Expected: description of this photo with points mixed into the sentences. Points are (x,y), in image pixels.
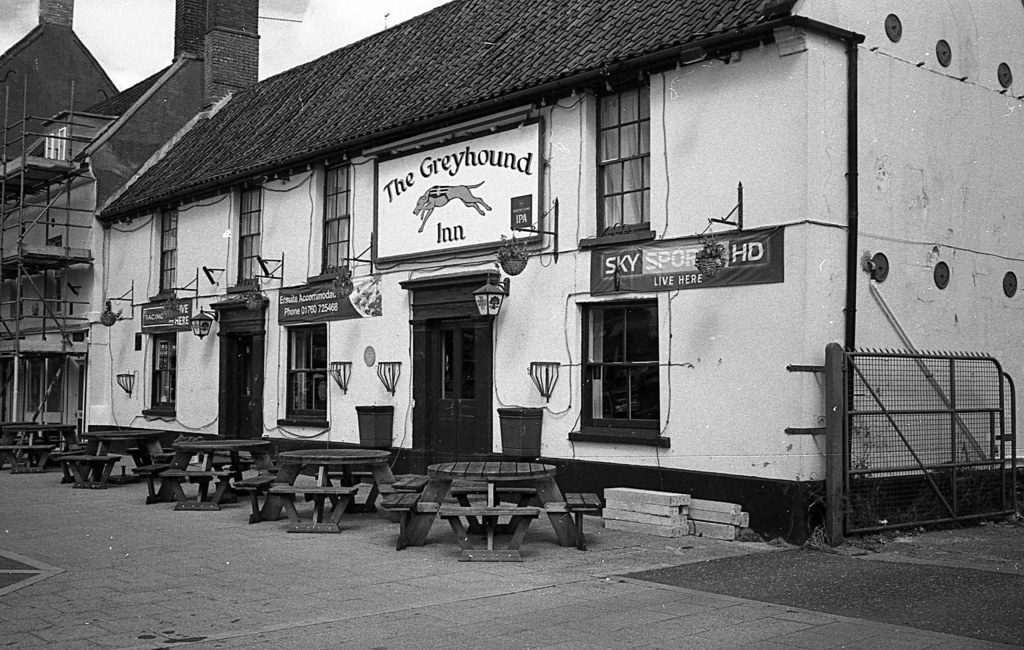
In this picture there are buildings (603,316). In the foreground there are boards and lights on the building (566,154) and in the foreground (325,496) there are tables (325,496) and benches (393,495). On the right side of the image (958,446) there is a gate (1003,452) and there is a pipe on the wall (903,24). At the top (133,62) there is sky (140,26). At the bottom (168,584) there is a road (312,612).
